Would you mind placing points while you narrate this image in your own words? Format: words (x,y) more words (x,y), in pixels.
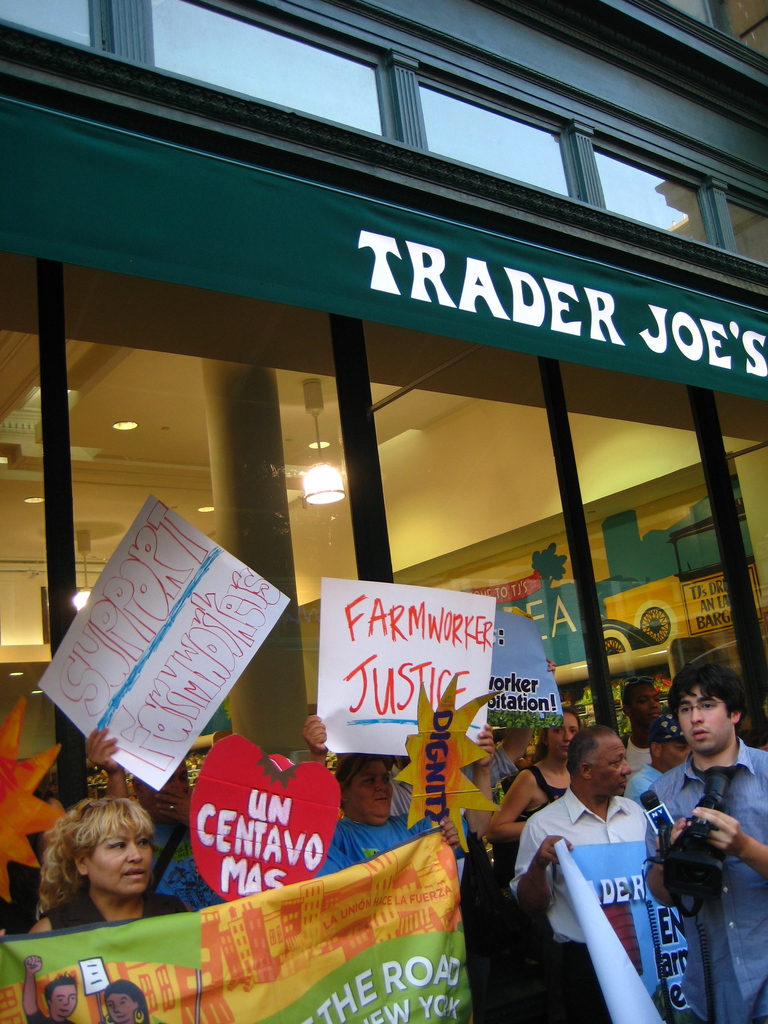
Here in this picture we can see a group of people (576,826) standing near a store (0,246) and protesting with banners (215,917) and placards (265,826) in their hands (564,847) and behind them we can see a store (152,8) and we can see a pillar (265,511) and lights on the roof (161,450) present over there.
